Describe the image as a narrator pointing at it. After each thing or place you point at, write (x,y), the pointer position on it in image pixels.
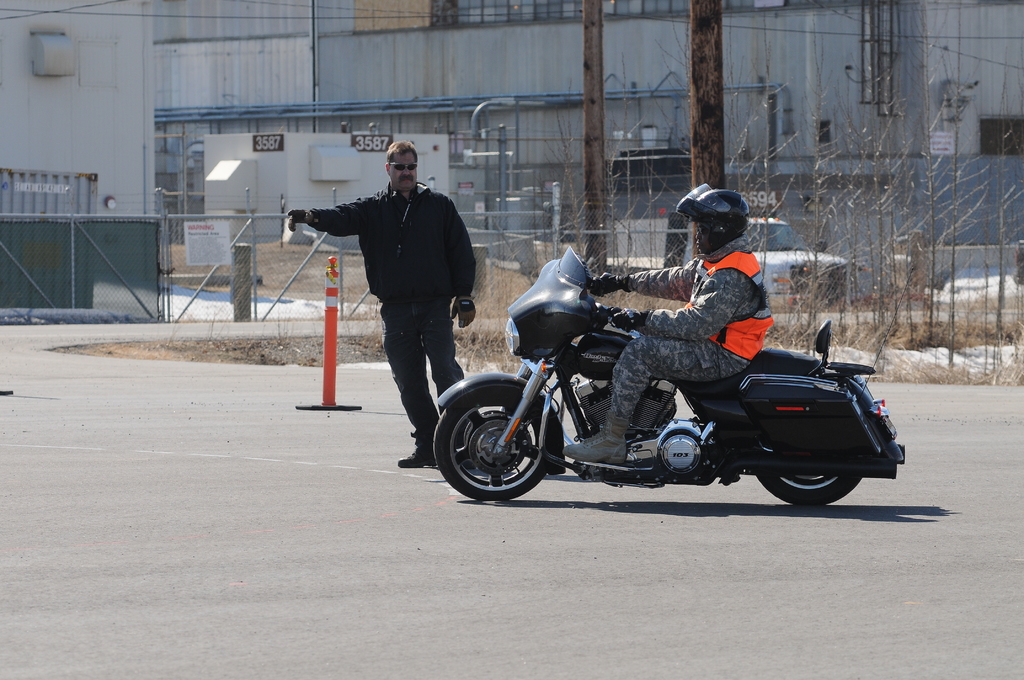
This picture is clicked outside the city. Here, man (701,369) in uniform (711,312) wearing black helmet (728,234) is riding bike (577,350) on road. Beside him, man (423,250) in black jacket (388,253) is standing on road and pointing. Behind them, we see many buildings (346,87) and poles (586,141) and we even see trees (864,282).
